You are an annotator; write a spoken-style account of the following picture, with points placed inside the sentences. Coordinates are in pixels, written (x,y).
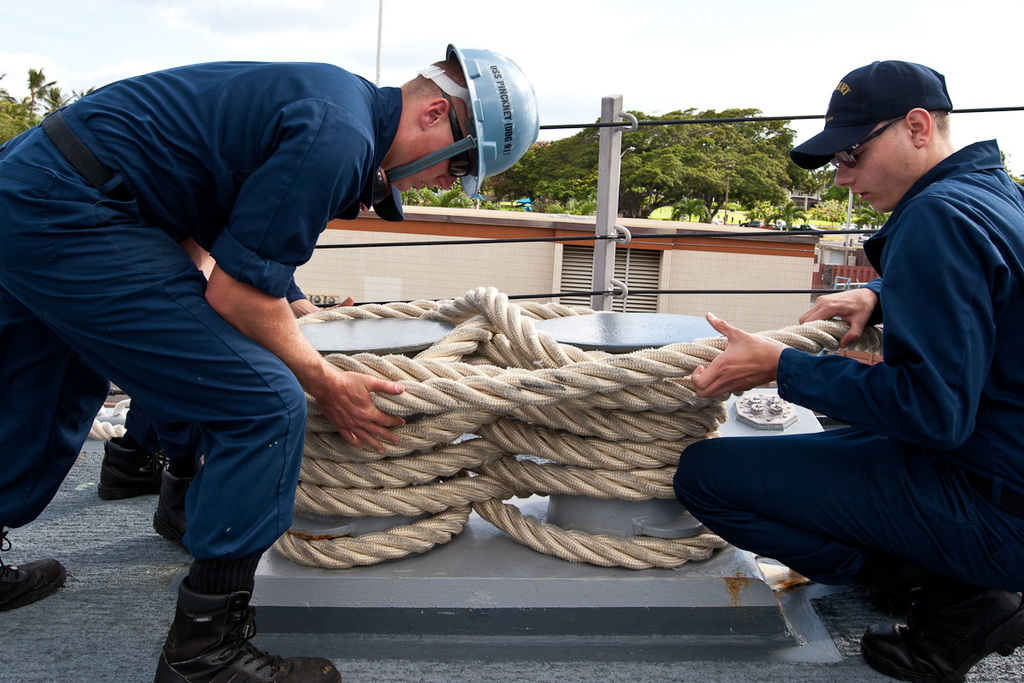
In this image there is the sky (608,33) towards the top of the image (677,47), there are trees (639,163), there is a wall (673,280), there is a pole (609,259), there are wires (731,291), there are three men (240,314), two of them are wearing caps (819,150), one of them is wearing a helmet (494,126), there is a carpet (136,623) on the floor (162,584), there is an object (525,574) on the carpet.
